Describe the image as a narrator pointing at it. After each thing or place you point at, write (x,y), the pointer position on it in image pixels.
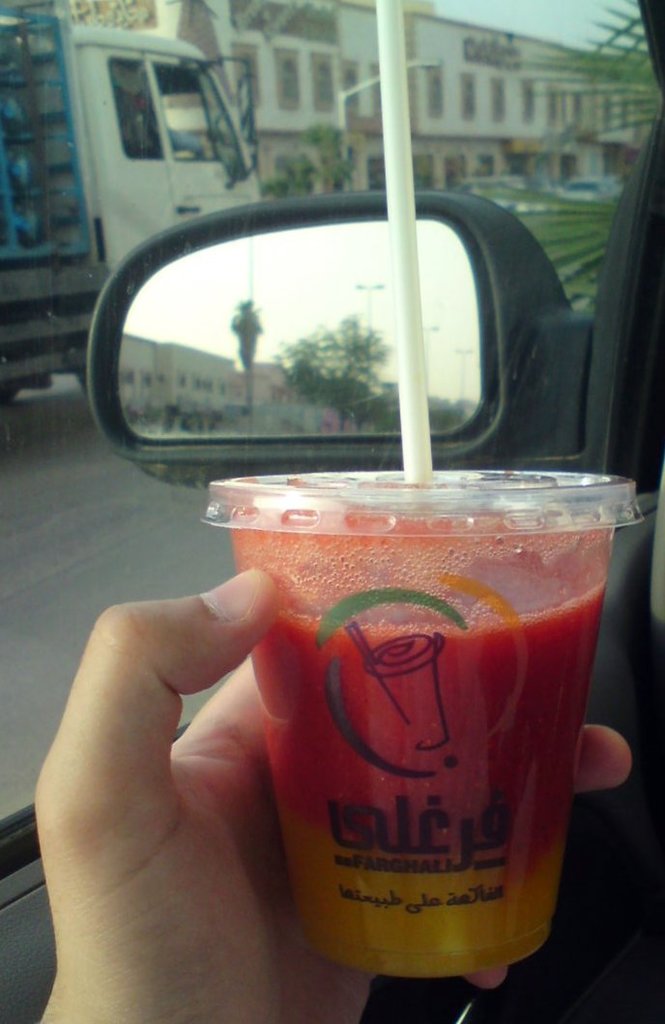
Here a person (245,896) is holding glass (387,742) in the hand (226,858), here there are trees (351,376), here there are vehicles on the road (64,643).
